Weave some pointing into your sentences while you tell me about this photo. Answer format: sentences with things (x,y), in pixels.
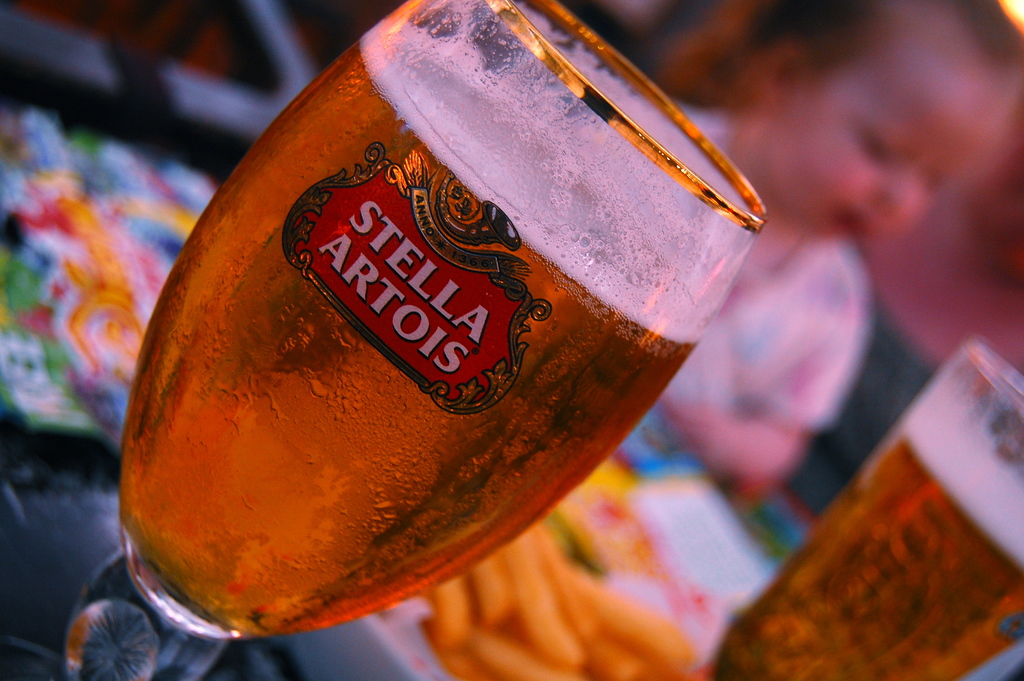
Background (741,366) portion of the picture is blurry and we can see a kid (838,205). In this picture we can see the drinks (977,633) in the glasses (457,352). Remaining portion of the picture is blurry and its colorful.
